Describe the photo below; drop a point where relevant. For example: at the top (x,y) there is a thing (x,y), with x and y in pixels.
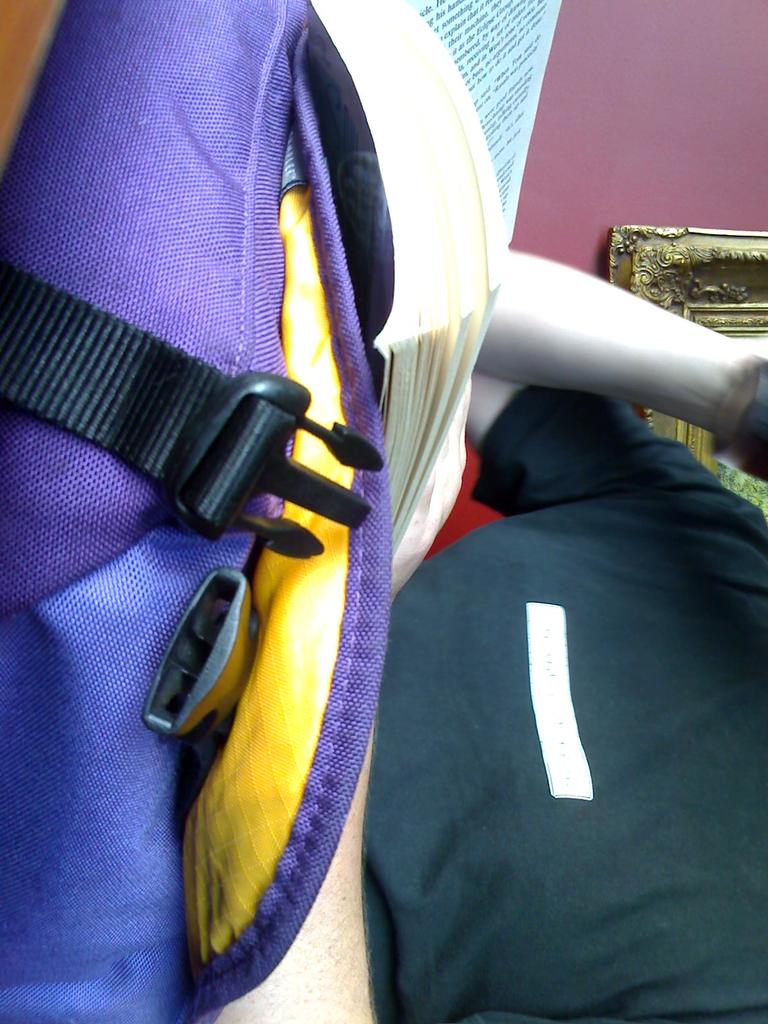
In this picture, it seems like a bag (266,413) and a book (399,531) on a person (517,641) and a frame (681,299) in the background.
